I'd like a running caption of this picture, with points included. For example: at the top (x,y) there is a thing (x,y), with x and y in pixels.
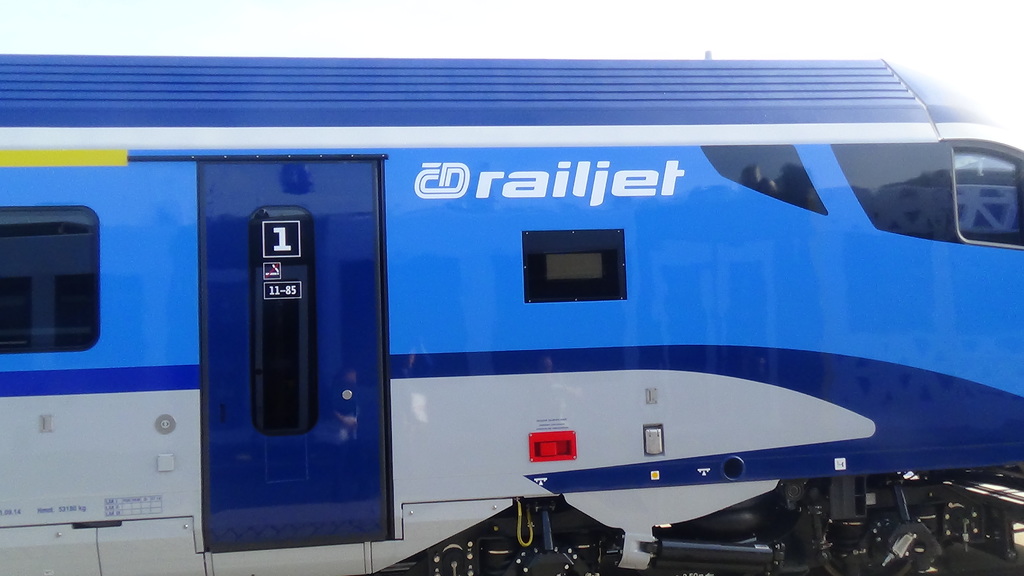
In this picture there is a blue train (474,311) which has something written on it.
